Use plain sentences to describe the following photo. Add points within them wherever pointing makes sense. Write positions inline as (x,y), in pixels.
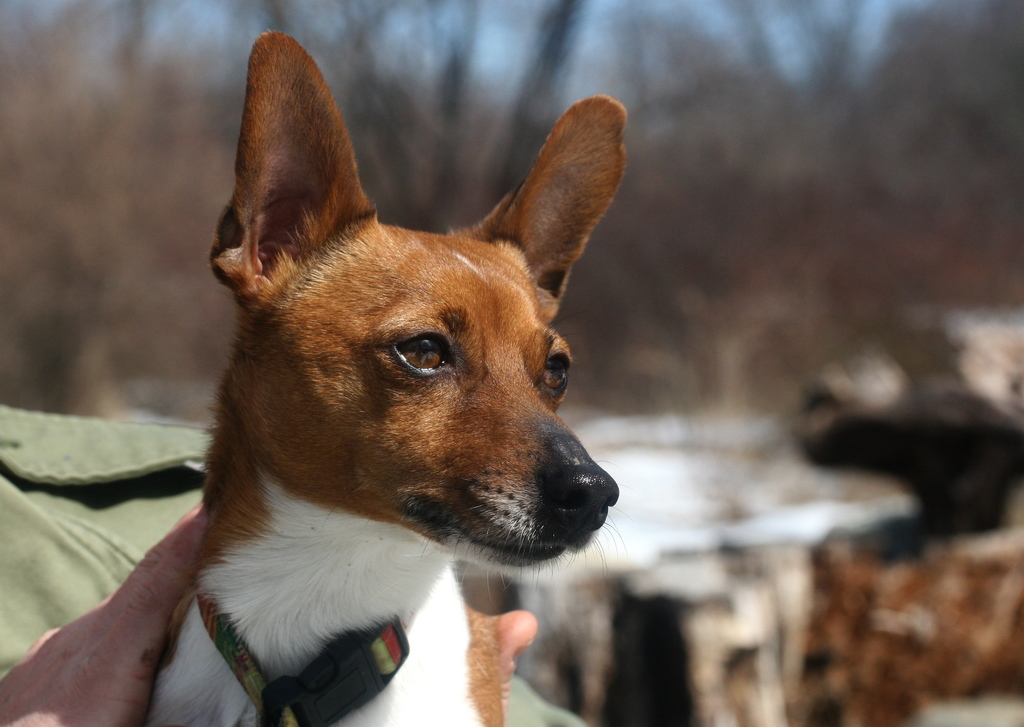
In the foreground of this picture (210,533), there is a man (135,467) holding a dog (451,589) in his hand (505,630) and in the background (424,77) we can see few trees (553,93) and the sky (598,63).
